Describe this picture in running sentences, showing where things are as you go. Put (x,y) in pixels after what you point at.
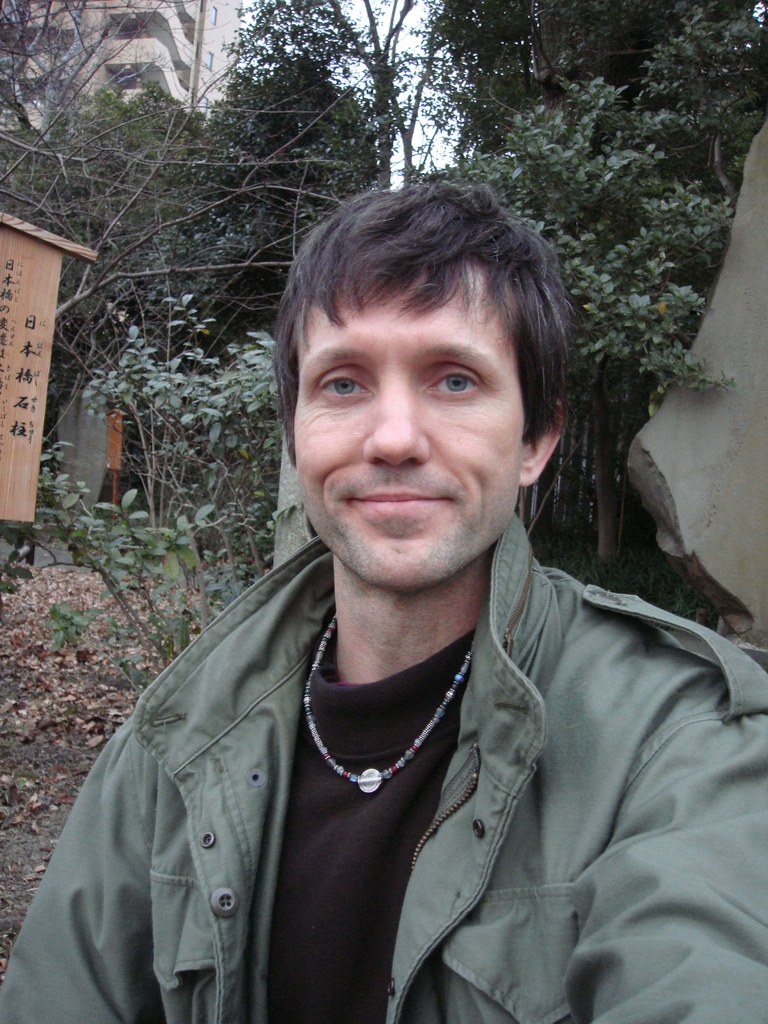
In this image I can see a person (366,844) wearing black and green colored dress (544,906). In the background (225,515) I can see few trees (207,243), few buildings (223,70) and few other objects (13,280).
